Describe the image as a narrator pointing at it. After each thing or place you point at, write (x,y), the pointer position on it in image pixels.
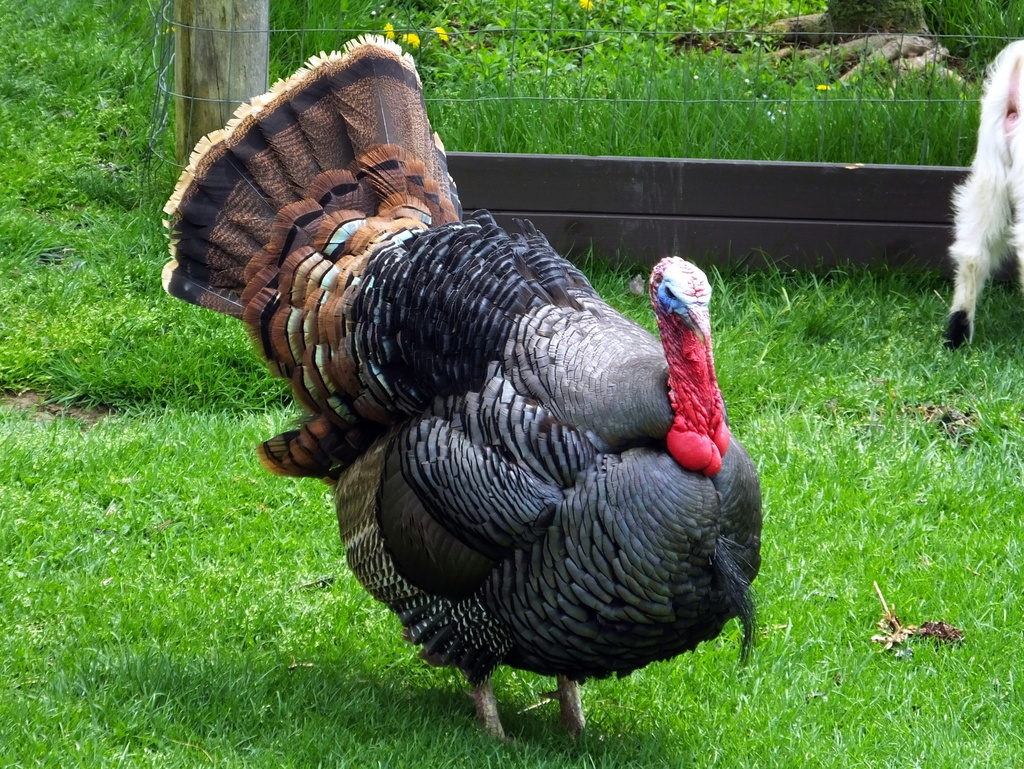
In the middle of this image (661,321), there is a bird (476,323) on the ground (383,671), on which there is grass (262,473). In the background (982,241), there is a white color animal (999,201) near a fence (196,46) and there is a tree (869,25).
